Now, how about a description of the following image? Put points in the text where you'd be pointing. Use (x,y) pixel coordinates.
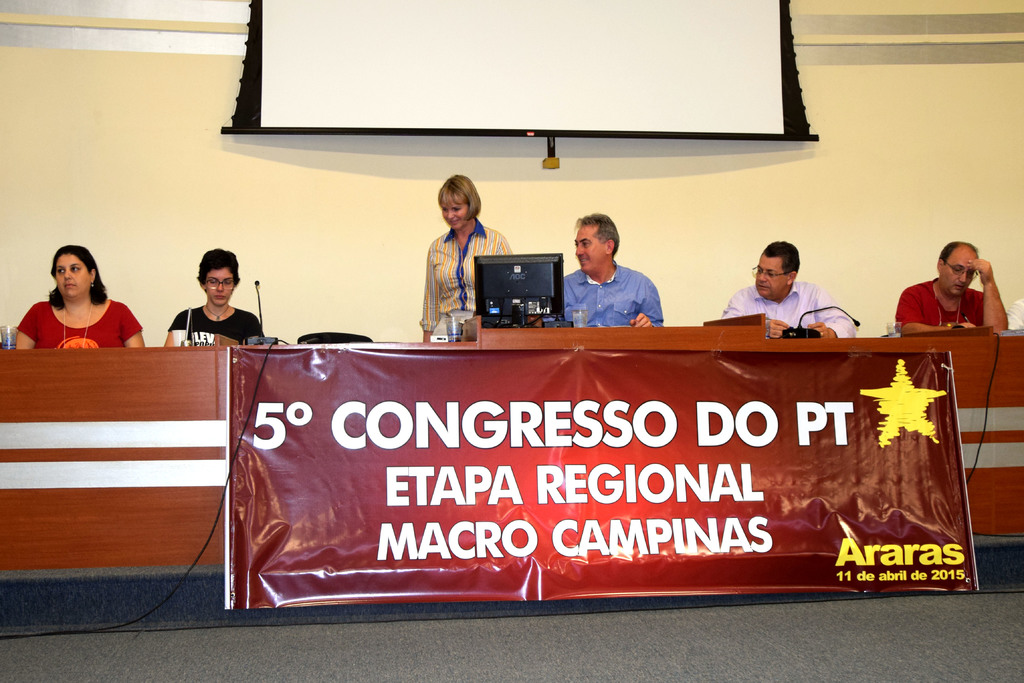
In this image we can see some people (105,318) sitting. And we can see the white screen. And we can see the monitor (523,322), microphone (260,297) and some objects (887,334) on the table (144,361). And we can see a banner (777,462) with some text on it.
